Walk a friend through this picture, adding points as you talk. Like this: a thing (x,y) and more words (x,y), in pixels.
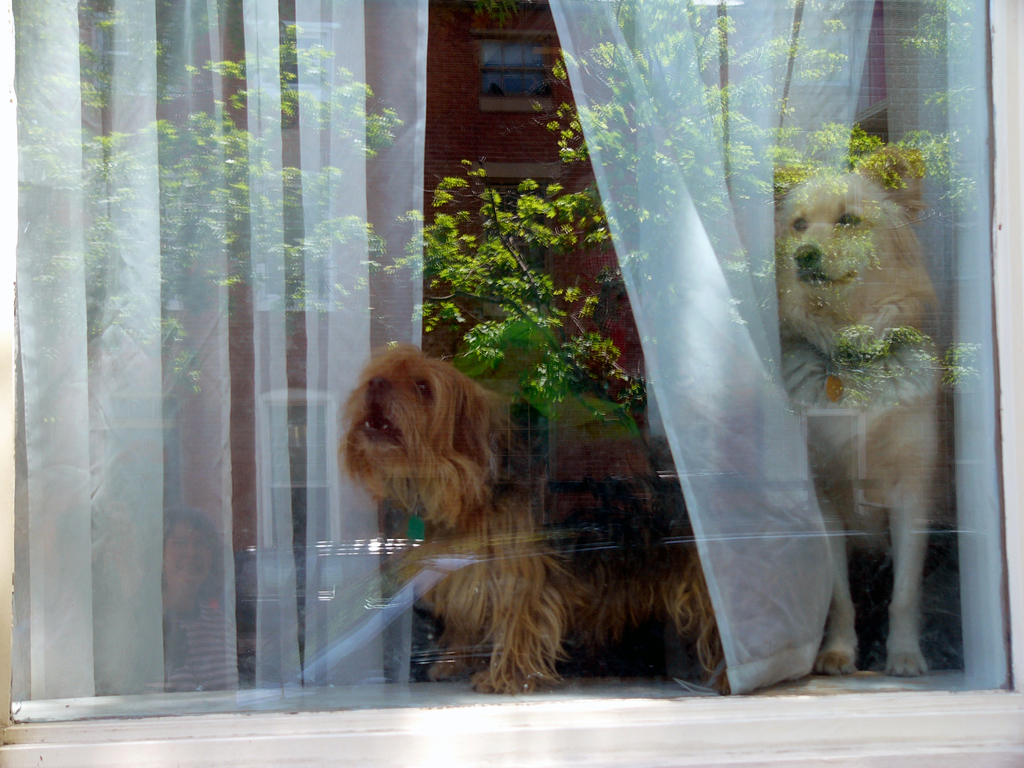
In this image we can see one glass window (342,62), two dogs (865,291) in the window (138,113), some white curtains (140,122) in the window (197,474) and one woman (212,633) sitting. In the window glass (144,520) we can see the reflections (562,314) of trees (595,348), one building (293,525) and some objects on the ground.
